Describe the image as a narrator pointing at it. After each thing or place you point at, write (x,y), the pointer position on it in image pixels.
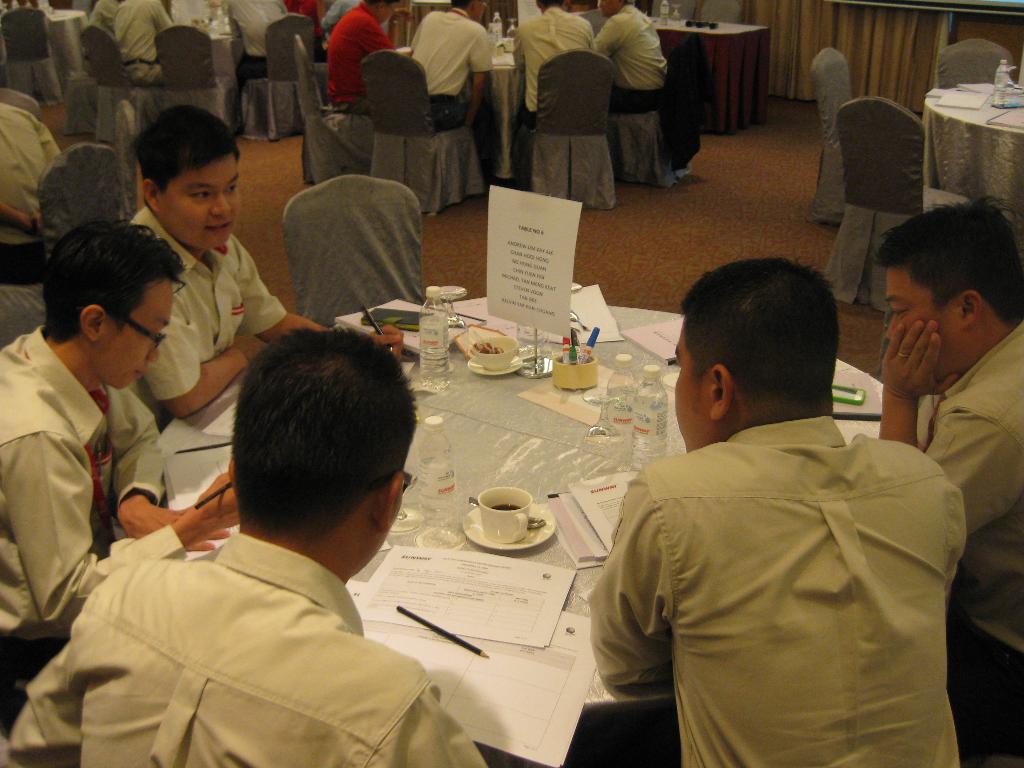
In this image there are people (869,662) sitting on the chairs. In front of them there are tables (492,51). On top of it there are water bottles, papers (603,328), cups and a few other objects (543,228). In the background of the image (895,18) there is a curtain (866,63).
